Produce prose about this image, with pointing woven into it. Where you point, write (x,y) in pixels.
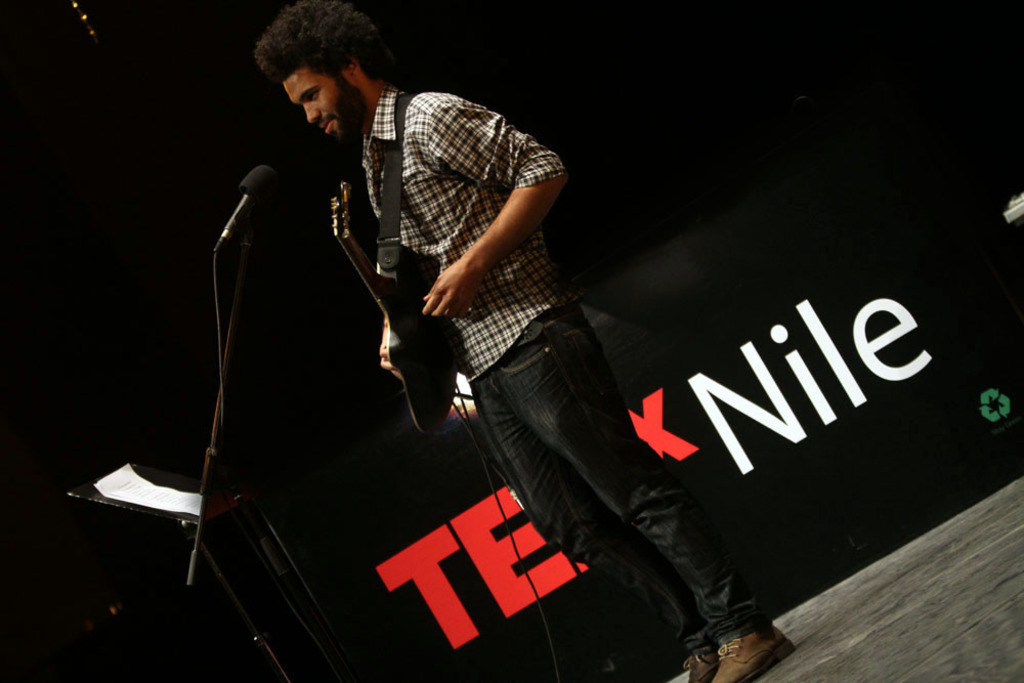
In the image we can see there is a person (496,311) standing and he is carrying guitar (407,317). There is mic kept on the stand (233,600) and there is paper (141,495) kept on the stand (212,500). Behind there is a banner (519,583).
